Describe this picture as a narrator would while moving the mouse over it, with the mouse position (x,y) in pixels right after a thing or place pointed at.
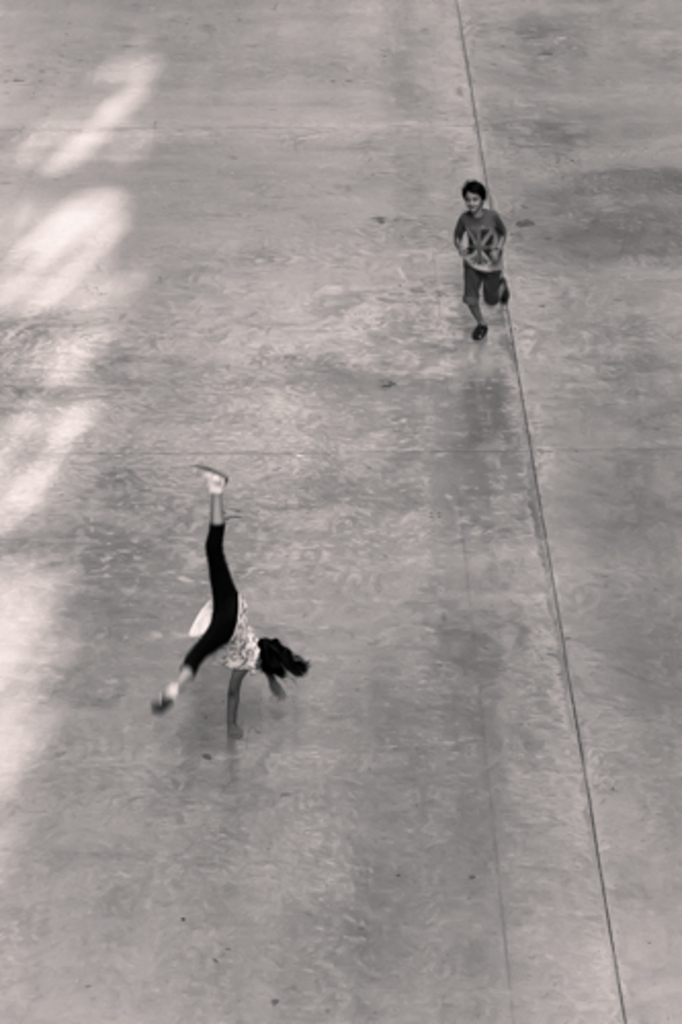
It looks like a black and white picture. We can see a person (466,239) is running and another person (209,635) is performing stunt on the path (217,715).
